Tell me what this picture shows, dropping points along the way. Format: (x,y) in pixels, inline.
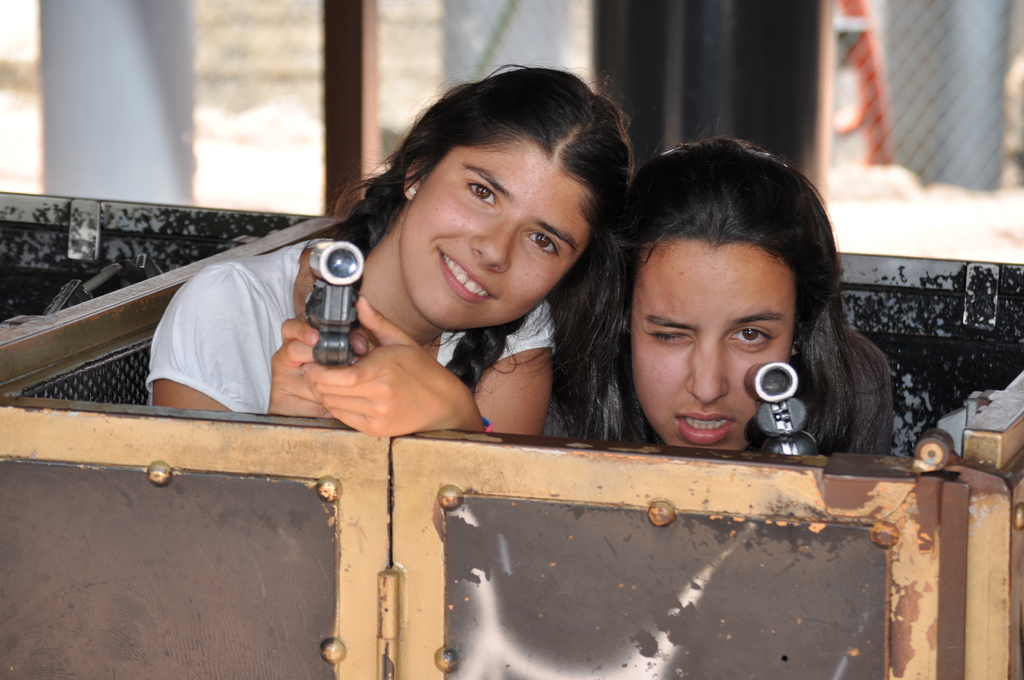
In this image we can see two women (426,290) inside a container (978,340) with door (581,576), holding some objects (345,307) in their hands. In the background (154,82), we can see some poles (963,99), fence (963,99) and a building (418,80).
